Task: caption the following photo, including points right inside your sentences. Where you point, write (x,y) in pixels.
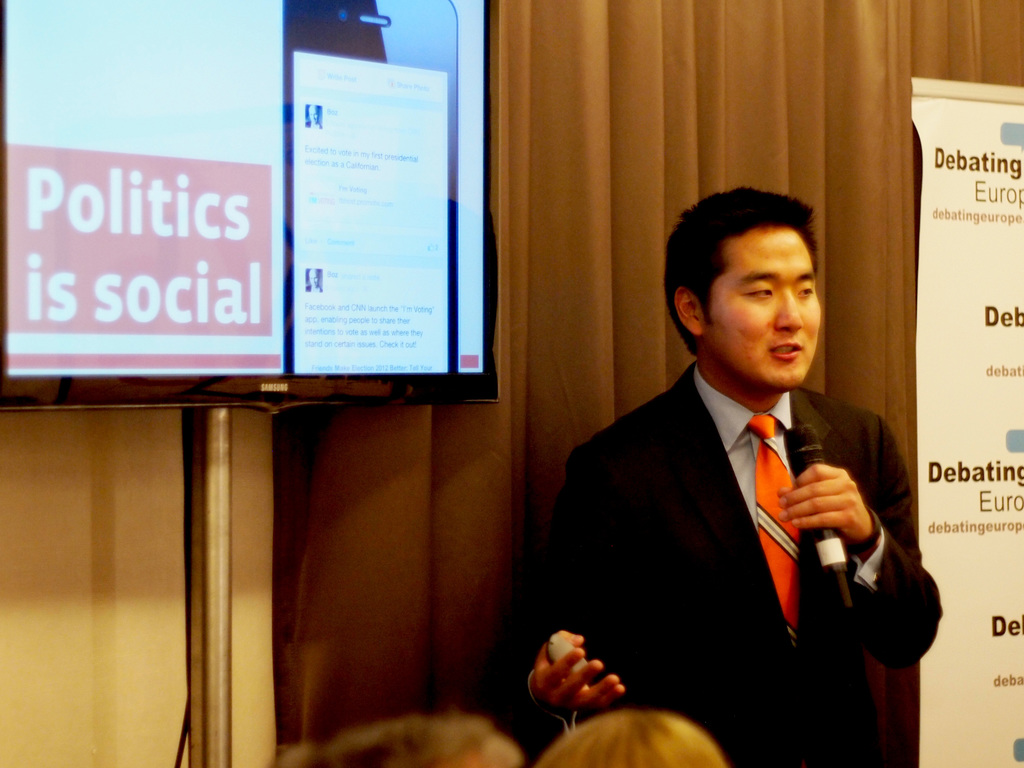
In this image we can see a man (684,426) standing on the floor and holding mic (819,540) in his hand (821,471). In the background (310,552) there are advertisement (1010,526), curtain (874,132) and a display screen (204,375).
